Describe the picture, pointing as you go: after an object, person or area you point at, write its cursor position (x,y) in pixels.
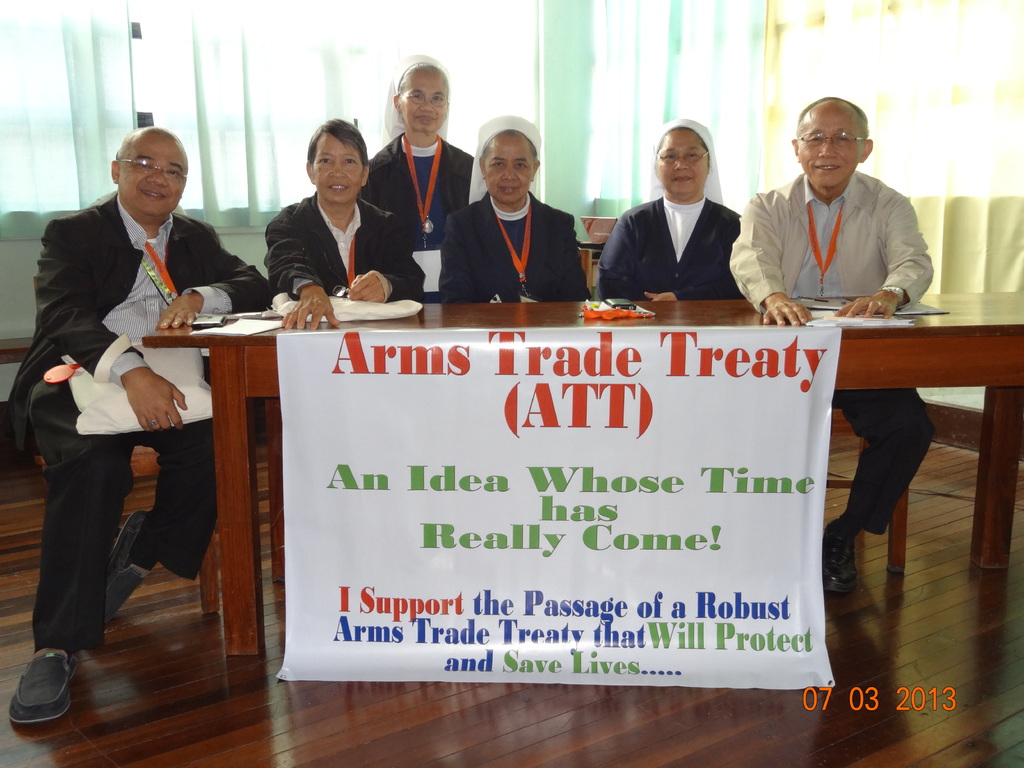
This is an inside view. Here I can see few people (282,275) are sitting on the chairs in front of the table (439,324) to which a banner (443,553) is placed. In the background (652,59) I can see the curtains (134,109).
